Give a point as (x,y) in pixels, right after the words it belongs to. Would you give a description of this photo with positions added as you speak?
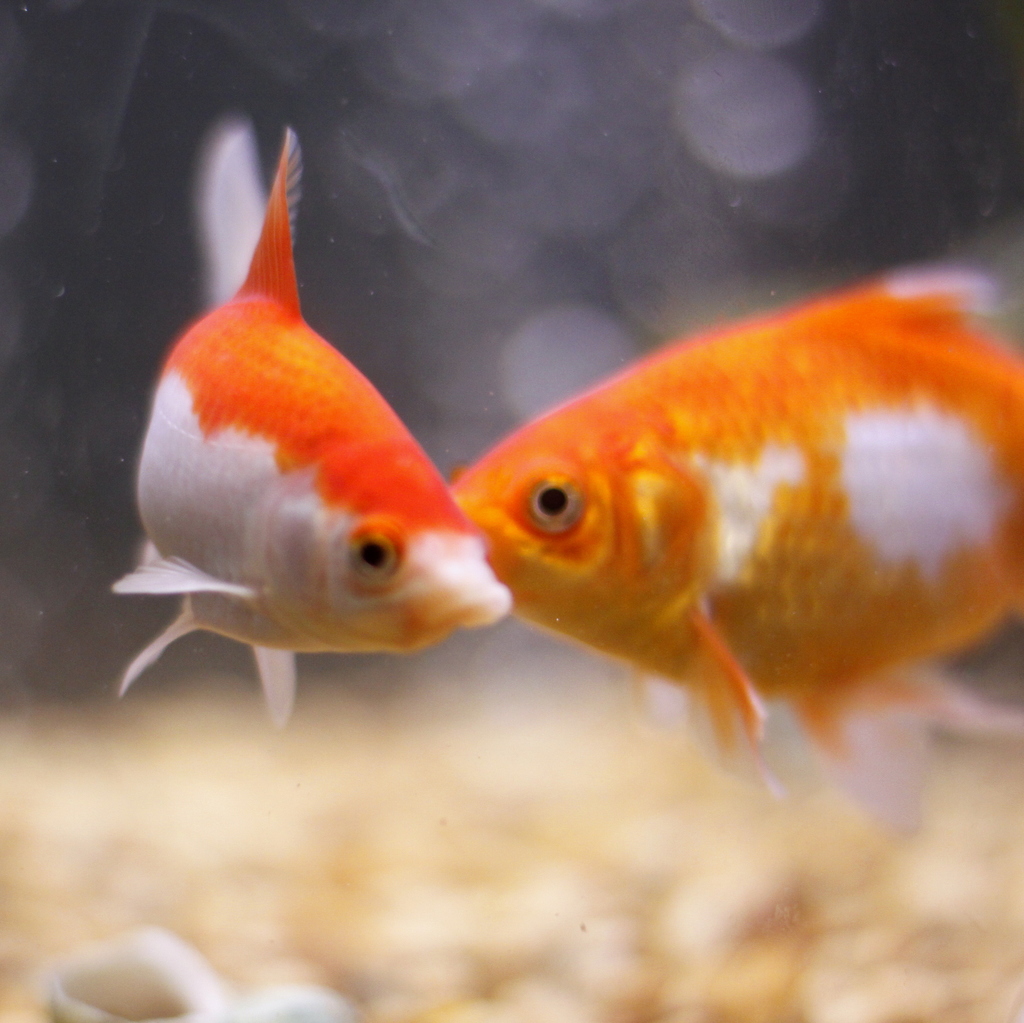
In this image I can see two fishes (165,392), they are in orange and white color.
